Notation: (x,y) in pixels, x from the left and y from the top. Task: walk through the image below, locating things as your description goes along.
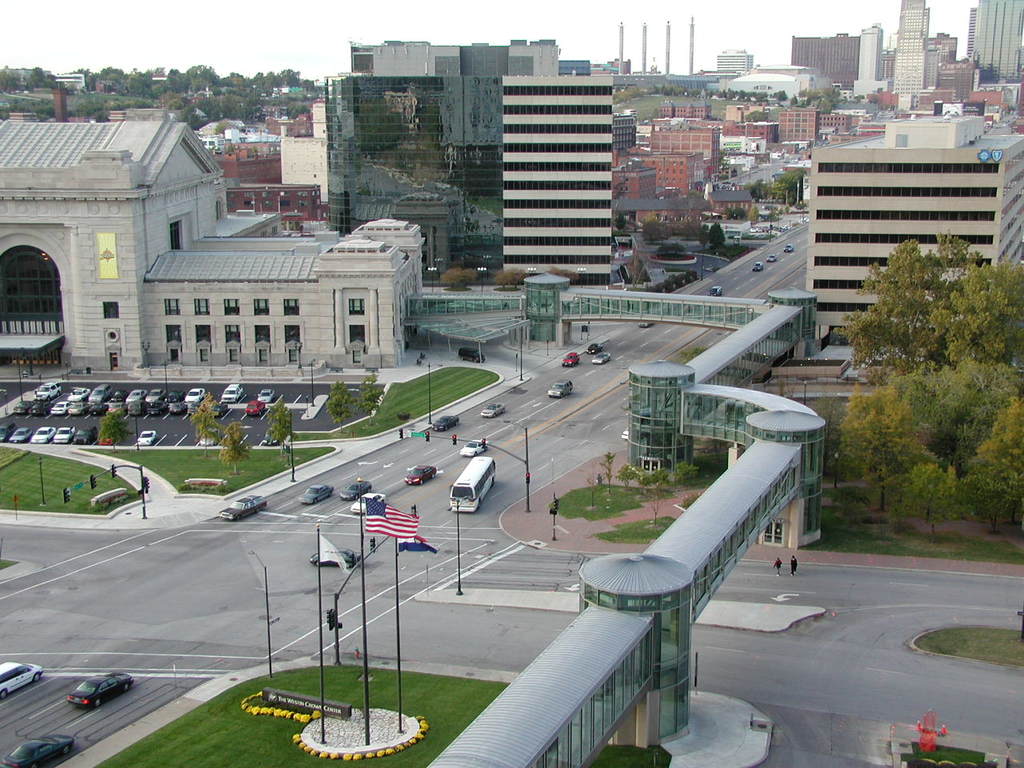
In this picture we can see so many buildings (852,213), trees (635,475), grass (188,758), vehicles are on the road (157,611).
